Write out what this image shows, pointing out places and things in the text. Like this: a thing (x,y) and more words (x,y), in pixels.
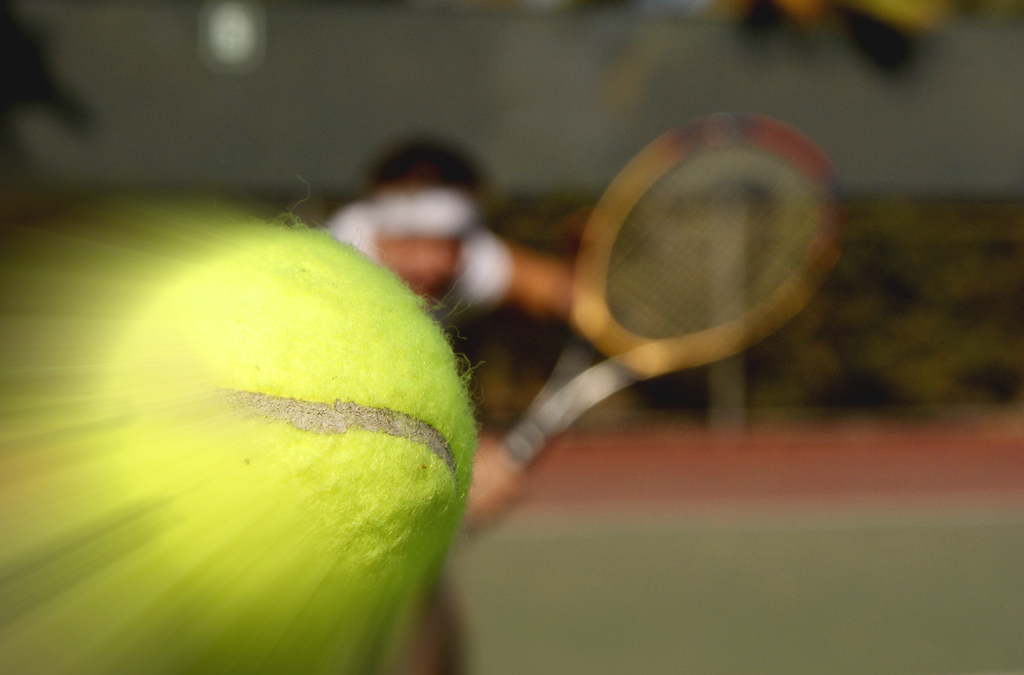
In this image we can see a man (364,252) is standing on the ground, and holding the racket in the hands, here is the ball (5,383), the background (453,89) is blurry.
